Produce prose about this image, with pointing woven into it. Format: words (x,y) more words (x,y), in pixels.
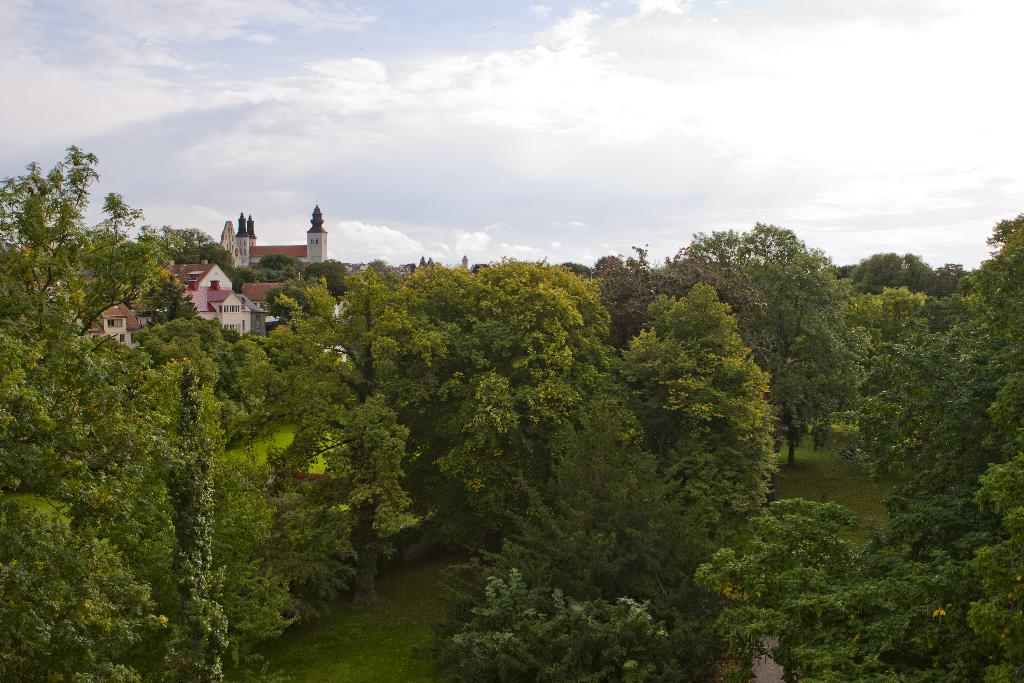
In this image we can see so many trees (380,434) and behind the trees (274,308) building (235,299) is there. The sky (227,195) is covered with clouds (626,164).
